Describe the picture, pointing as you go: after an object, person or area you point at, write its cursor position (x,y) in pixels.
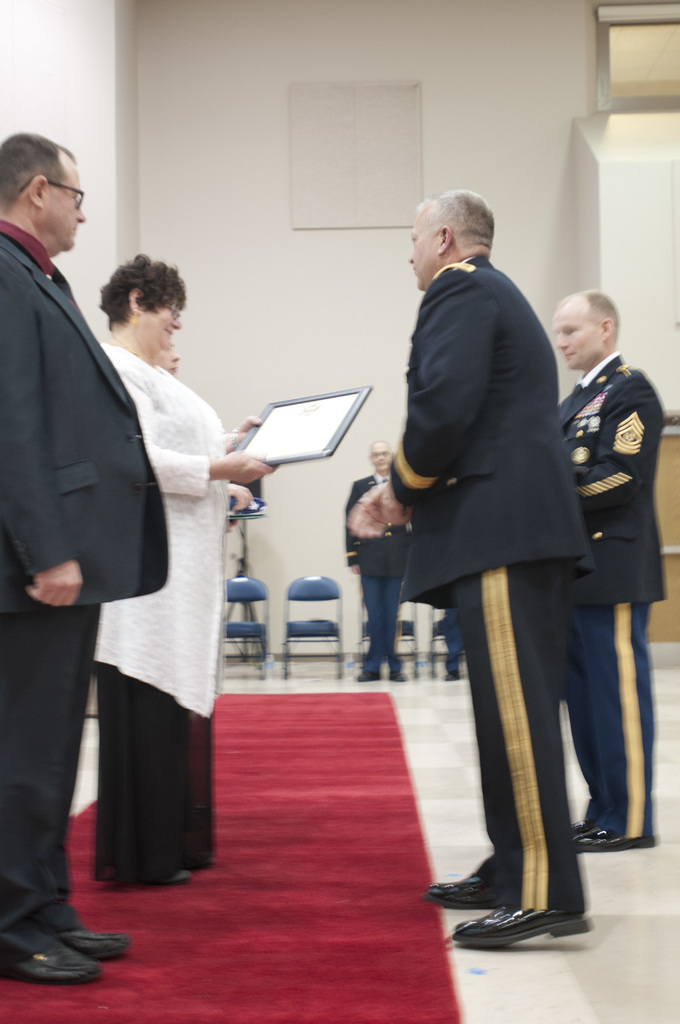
There are people (583,621) standing on the floor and this woman (216,453) holding a frame (302,425). In the background (341,575) we can see chairs (336,633) and wall (292,565).
